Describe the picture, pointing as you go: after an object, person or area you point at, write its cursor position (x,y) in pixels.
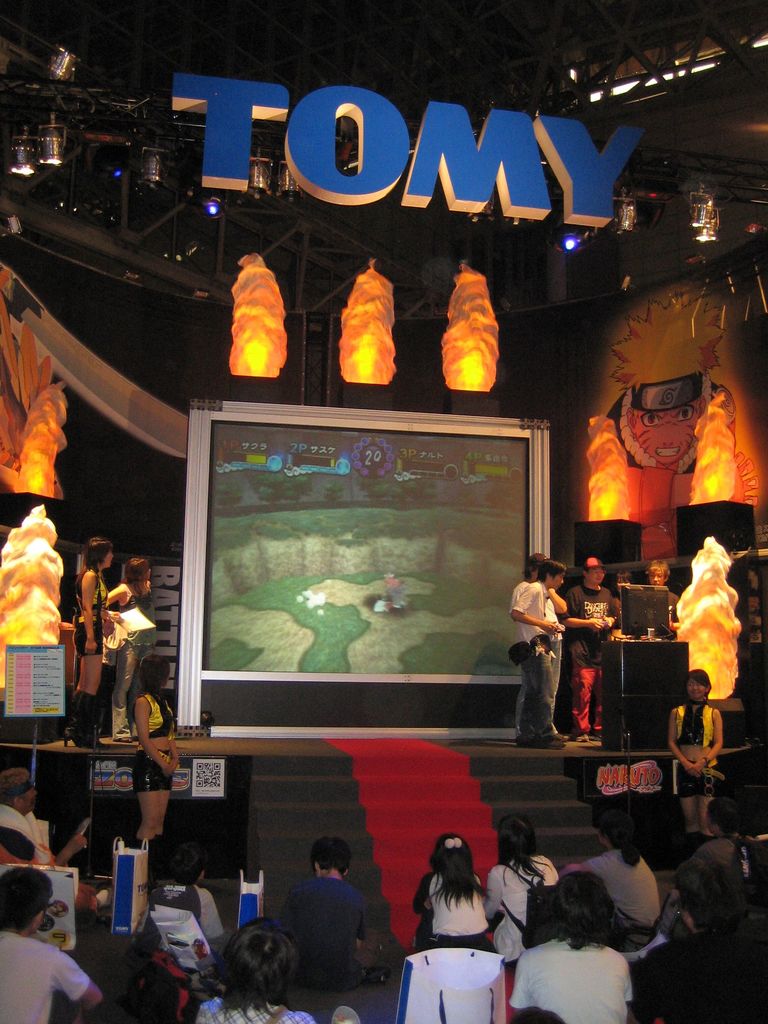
At the bottom of the image (564,916) we can see a few people (588,933) are sitting and few people (648,962) are wearing backpacks (546,915). And we can see one table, paper bags (245,913), banners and a few other objects (155,955). In the background (154,459) there is a wall (48,284), roof (210,286), one stage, decoration lights (485,306), banners (35,388), one stand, one monitor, one screen (332,624), carpet (508,989), speakers (622,536), few people (82,641) are standing, few people (612,621) are holding some objects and a few other objects (130,427). On the top of the image (619,135), it is written as "Tomy".
